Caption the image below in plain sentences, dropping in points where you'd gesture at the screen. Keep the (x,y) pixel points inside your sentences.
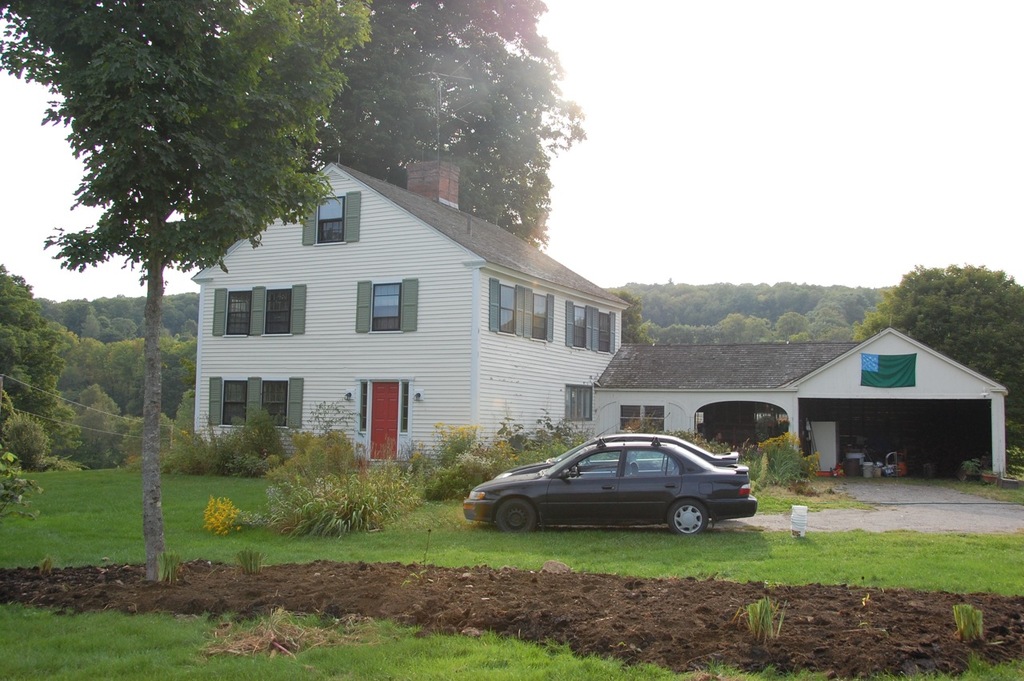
There are plants (315,475), grassland (438,531), cars (559,494) and the tree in the foreground area of the image (595,553), there are houses (372,384), trees (673,337) and the sky (621,274) in the background (244,345).
